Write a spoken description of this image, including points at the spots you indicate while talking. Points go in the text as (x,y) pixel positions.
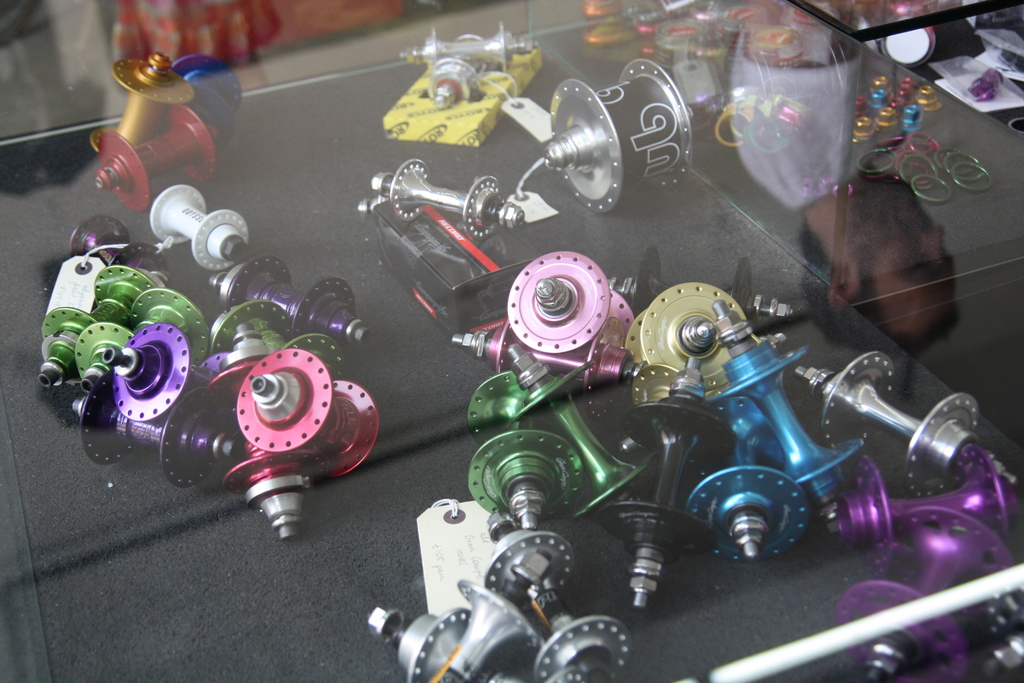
In this image we can see some objects (362,458) inside of a glass frame (596,236) with different colors and we can also see a reflection (850,212) of a person (789,99).
